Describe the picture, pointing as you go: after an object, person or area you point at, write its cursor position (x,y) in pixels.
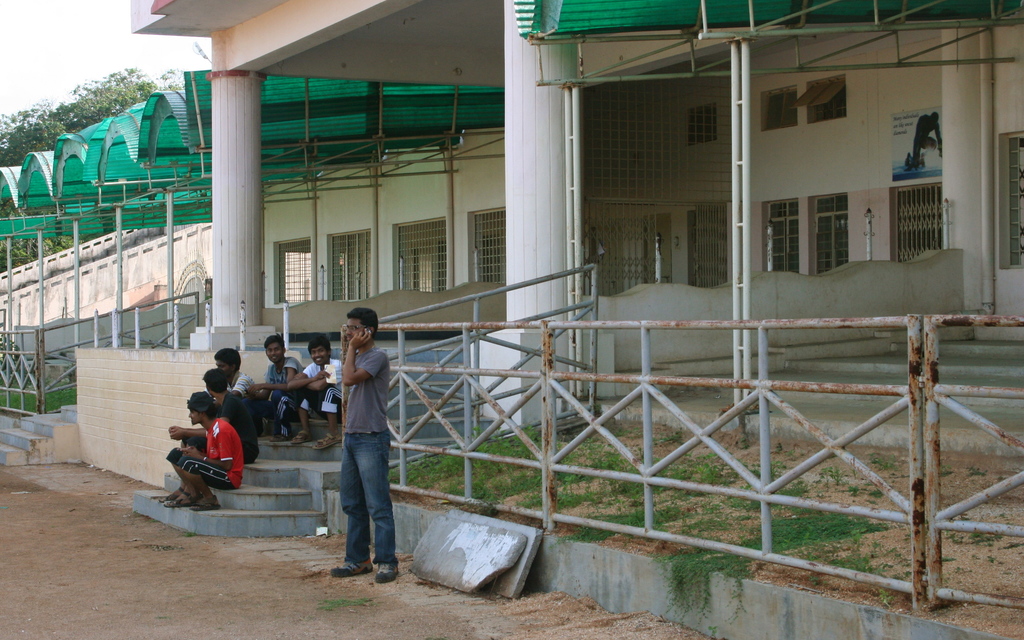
In this image we can see people (259,419) sitting on the stairs (267,456). In the center (353,386) there is a man (389,524) standing. There are stones (496,555) and grass (692,562). We can see grills (666,538) and rods (650,532). At the top (138,194) there is a roof (310,115). In the background (43,125) there are trees (45,143) and sky (136,46). There are windows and doors (701,262). There is a board (937,161).
